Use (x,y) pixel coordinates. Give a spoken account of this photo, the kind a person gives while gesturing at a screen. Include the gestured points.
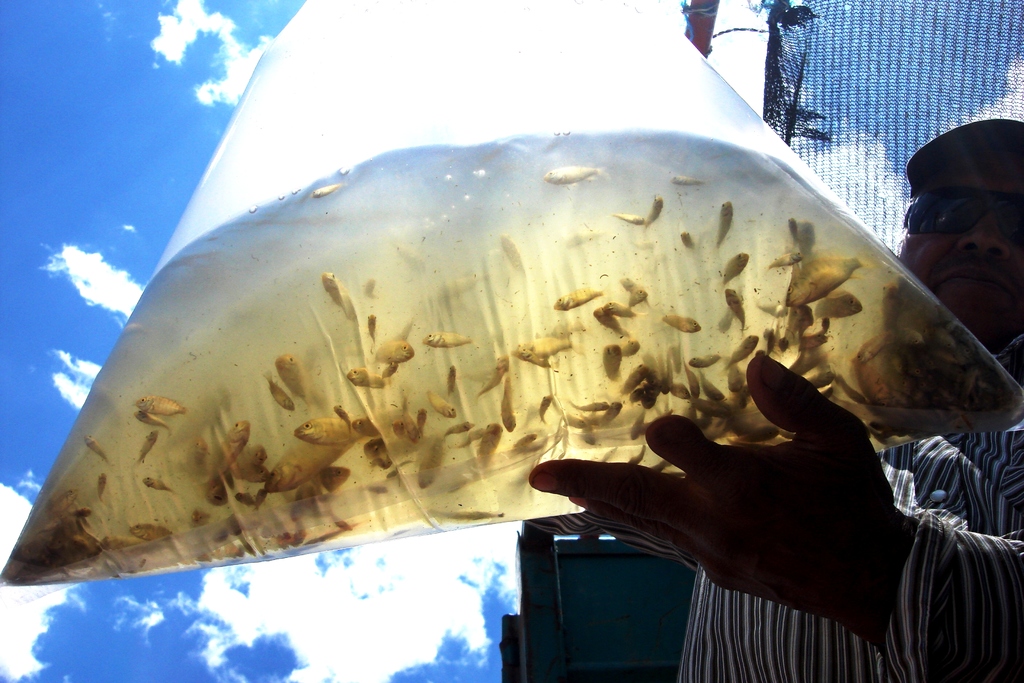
In this image, we can see a person (1021,155) is wearing glasses (938,206) and cap (956,139). He is holding a cover (482,379). Inside the cover (470,387), we can see water (446,376) with fishes (548,367). Background (300,630) there is a cloudy sky (251,629), net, rod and some object (645,651).
